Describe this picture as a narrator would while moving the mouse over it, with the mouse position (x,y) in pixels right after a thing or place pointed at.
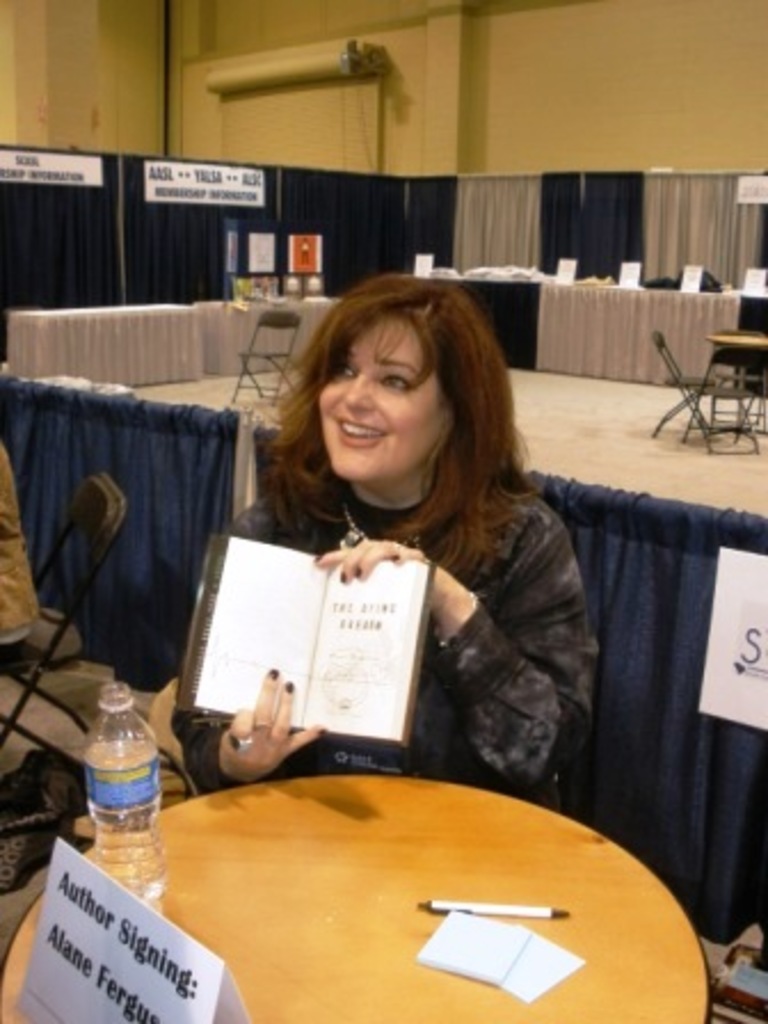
In this picture we can see a woman (329,434) holding a book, here we can see a table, on this table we can see a name board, bottle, pen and in the background (655,619) we can see chairs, curtains (649,601), posters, wall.
